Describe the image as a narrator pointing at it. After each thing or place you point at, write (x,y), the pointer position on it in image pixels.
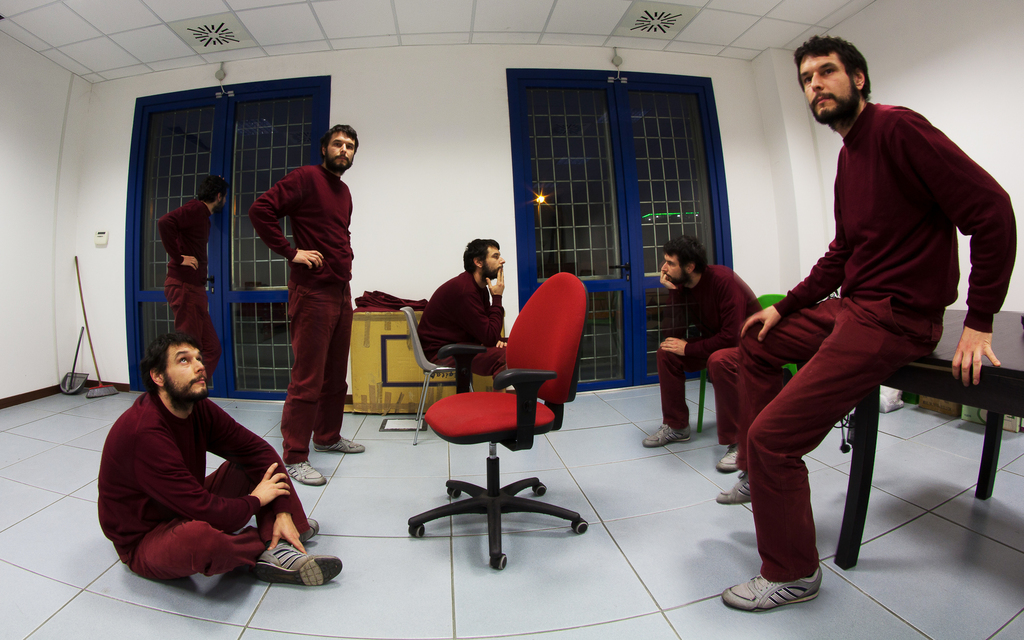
In this image I see 6 men (856,315), in which 2 of them are sitting on the chairs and other 2 are standing. I can also see there are 3 chairs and a table (850,543). In the background (792,157) I see 2 doors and the wall (806,164).
